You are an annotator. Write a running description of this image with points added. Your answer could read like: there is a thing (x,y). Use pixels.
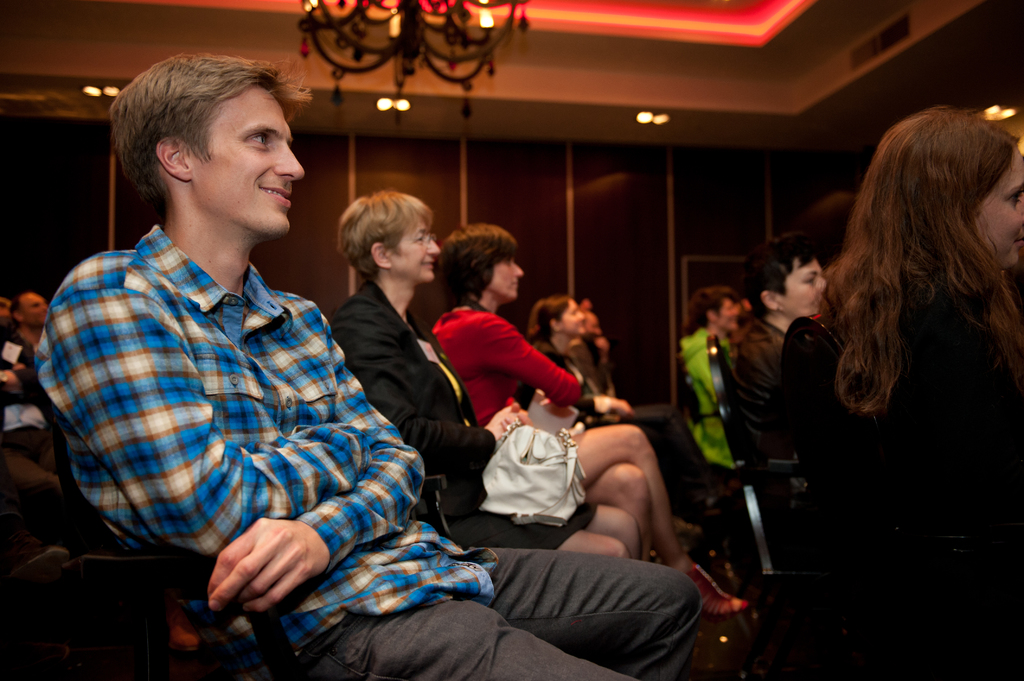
In this image in the foreground (255,312) there are few peoples (778,402) sitting on chair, at the top (774,56) there is chandelier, roof (531,129), lights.
